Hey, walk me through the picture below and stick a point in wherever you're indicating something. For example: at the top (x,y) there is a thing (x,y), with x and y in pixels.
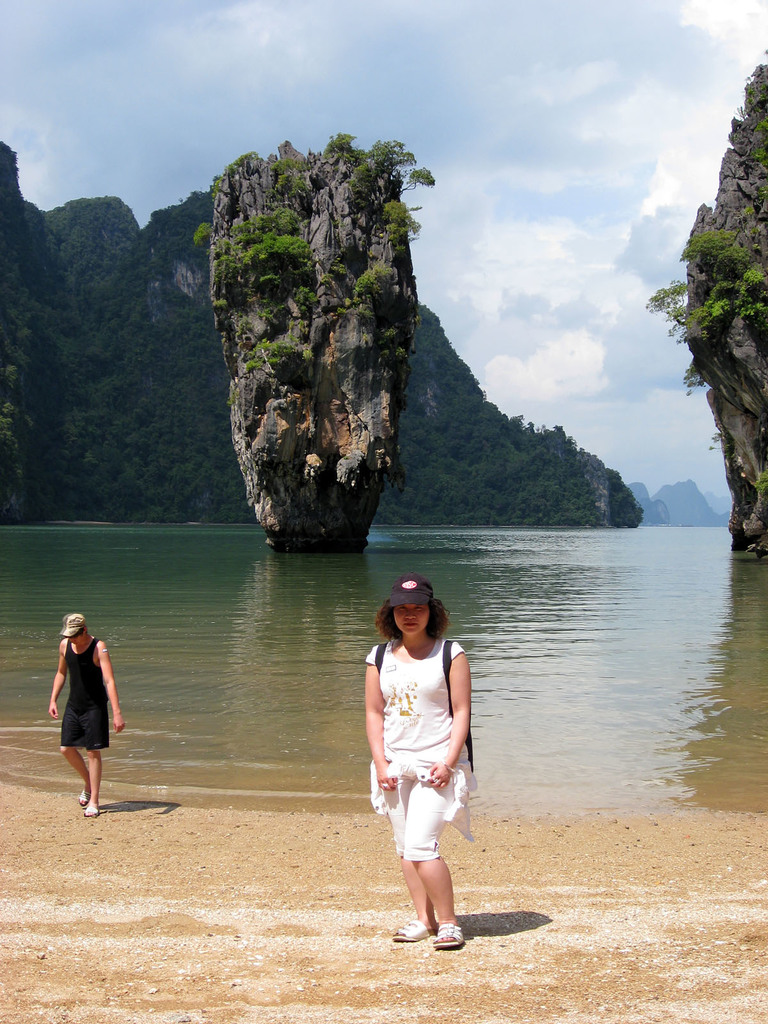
In this image I can see two persons (435,760). In front (376,700) the person (412,713) is wearing white color dress (412,734). In the background (410,489) I can see the water (332,634), few rocks (751,413), plants (529,493) in green color, the mountains (176,226) and the sky (510,95) is in blue and white color.
